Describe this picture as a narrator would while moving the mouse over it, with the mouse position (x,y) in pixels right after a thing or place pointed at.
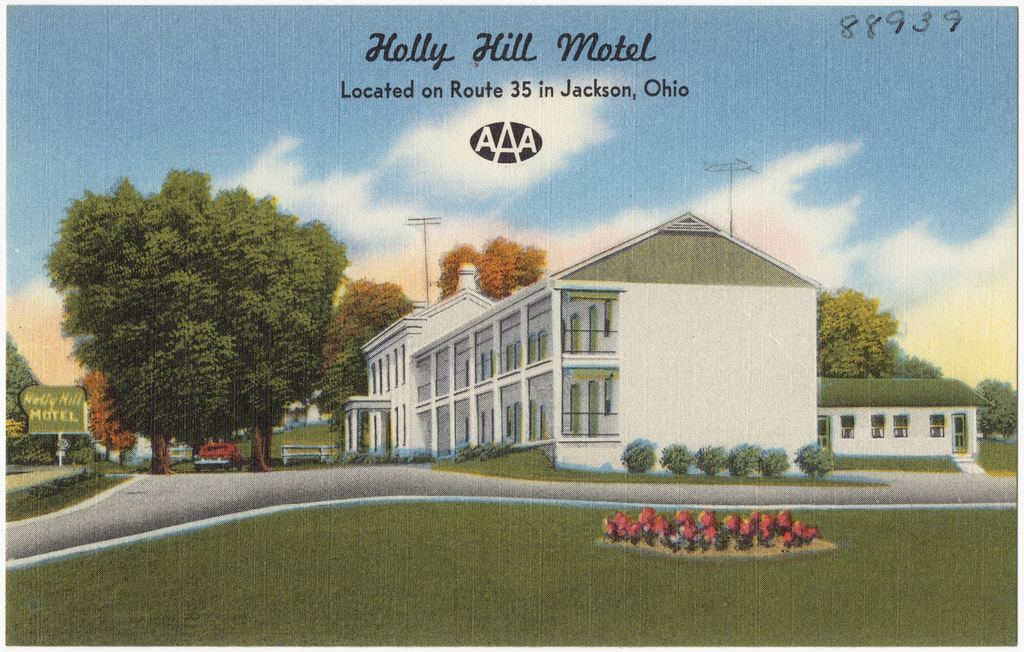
In this image we can see a few houses (652,296), there are some trees (192,351), poles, flowers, plants (673,465), grass (417,506), pillars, windows (374,368), board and a vehicle (229,456), in the background (657,131) we can see the sky (265,77) with clouds (516,114).
